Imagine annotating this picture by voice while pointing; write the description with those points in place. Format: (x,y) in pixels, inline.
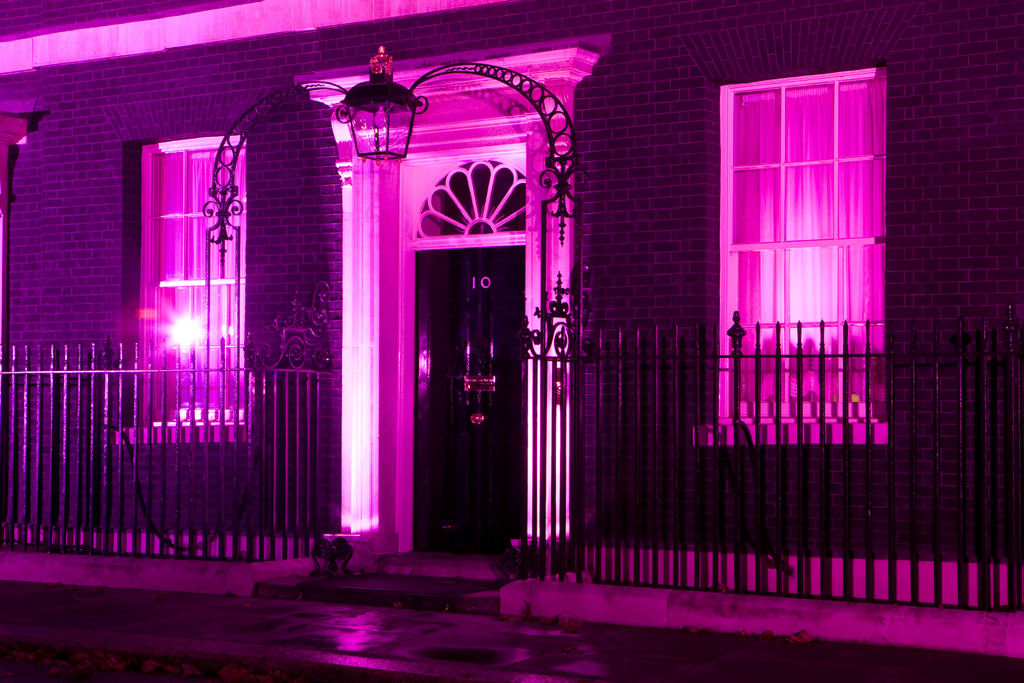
In this image I can see the building (494,226) with windows (497,211). In-front of the building (476,339) I can see the railing (275,459).
